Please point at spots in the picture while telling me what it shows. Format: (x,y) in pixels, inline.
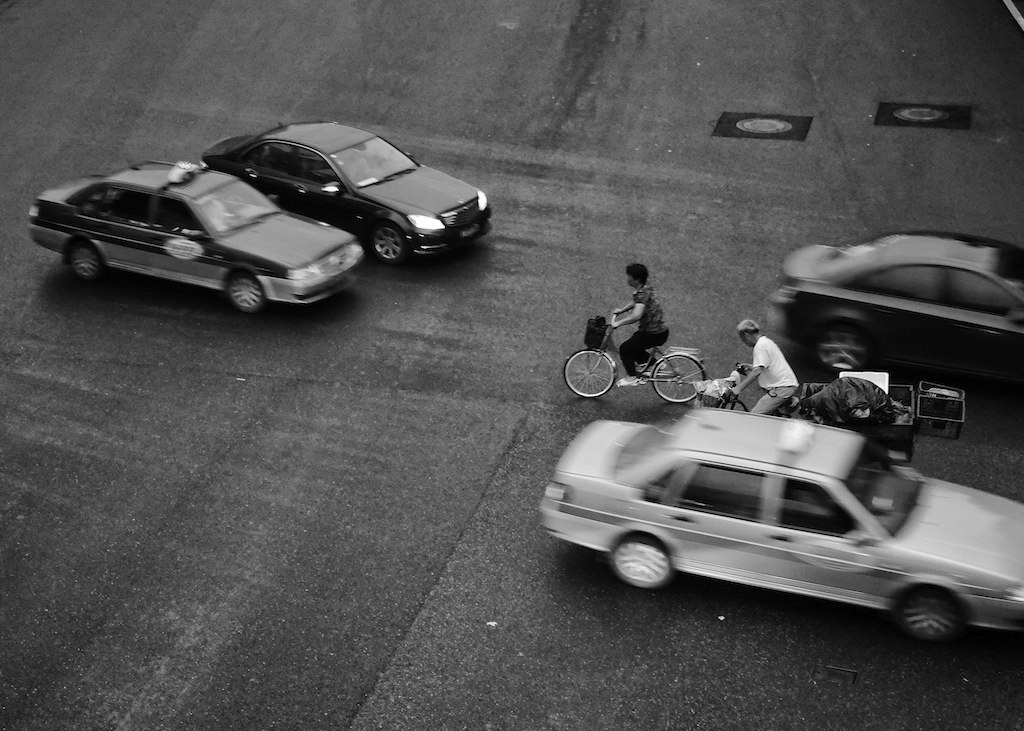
In this image we can see vehicle (183,211) are moving on the road (616,243) and also there are two people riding bicycles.
